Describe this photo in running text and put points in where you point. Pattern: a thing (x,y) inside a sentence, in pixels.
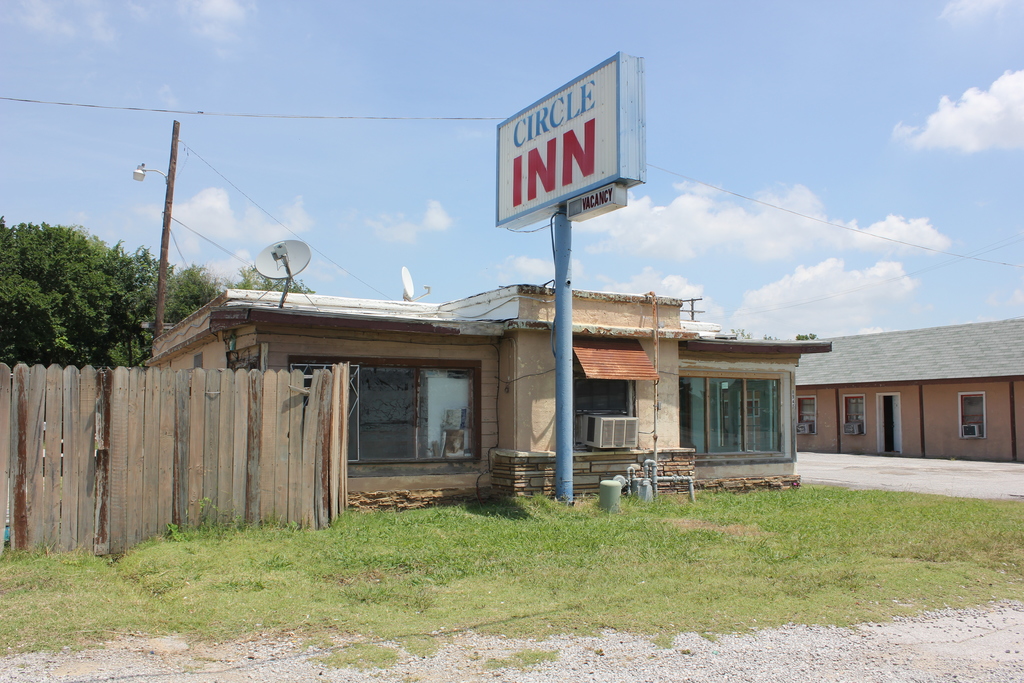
In this image I can see the wooden fencing (236,473) and I can see the board (612,163) attached to the pole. Background (893,347) I can see few buildings (880,449) in brown and cream color, trees (166,319) in green color and the sky (412,153) is in blue and white color.
